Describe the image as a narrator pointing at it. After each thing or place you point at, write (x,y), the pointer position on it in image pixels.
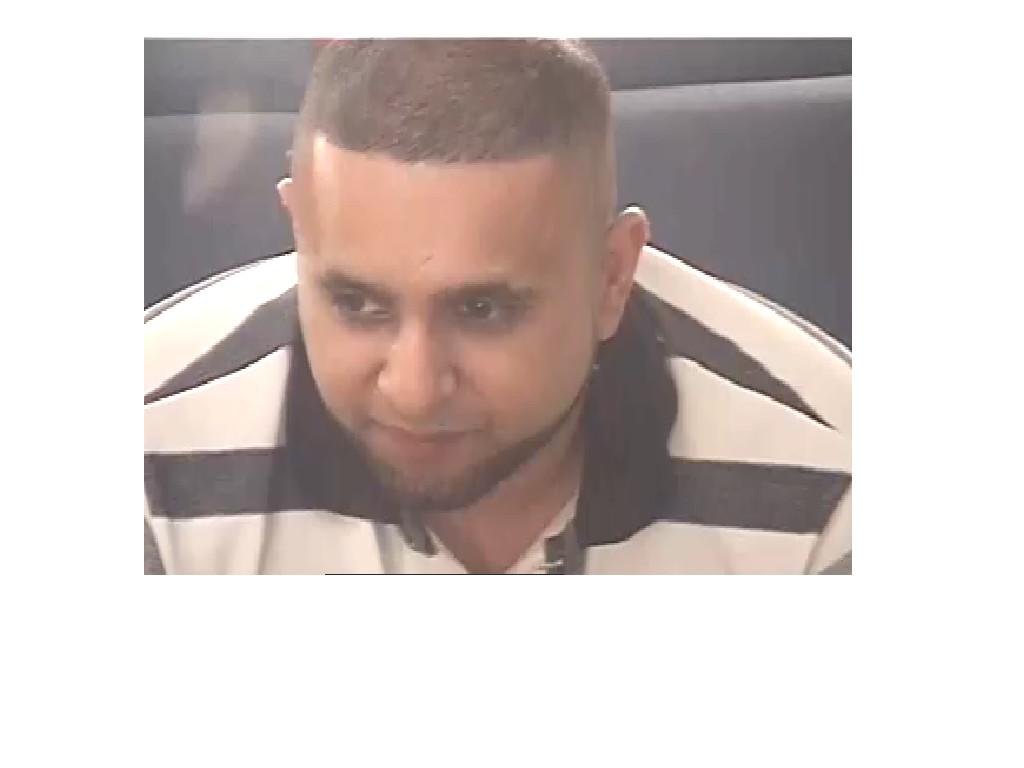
In this image I can see a person (556,458) wearing white and black color shirt (723,465). Background (770,198) is in black color.
